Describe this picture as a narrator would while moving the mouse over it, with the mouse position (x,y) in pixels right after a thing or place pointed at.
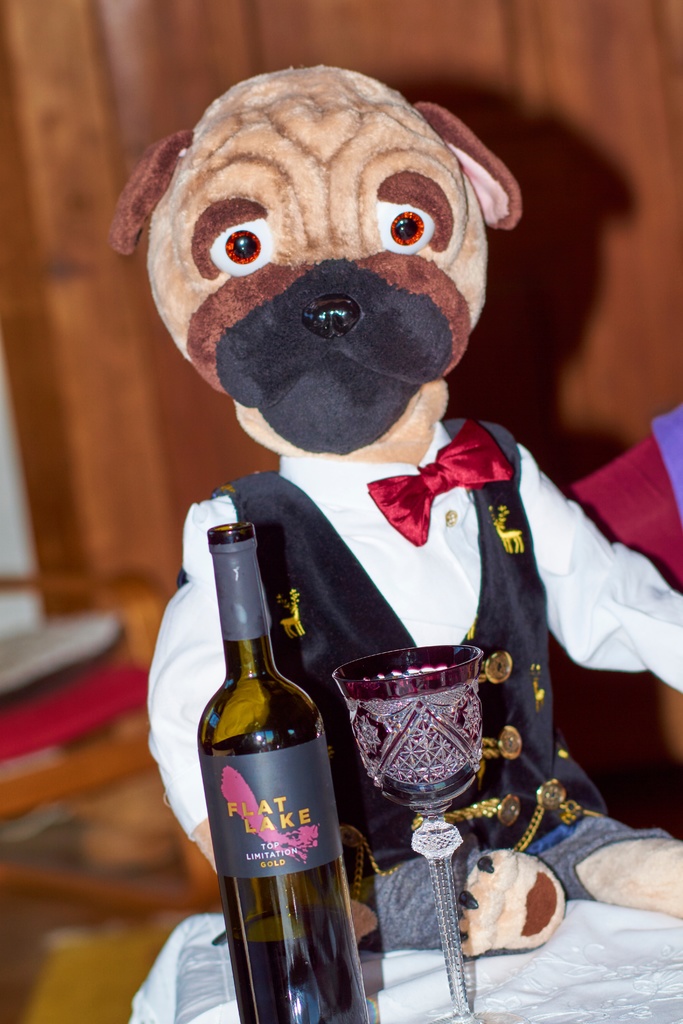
In the picture we can see a doll (446,618) sitting, in front of the doll (431,622), there is a bottle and glass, bottle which is green in color, in the background (76,268) we can see a wooden wall (190,414) and the carpet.
